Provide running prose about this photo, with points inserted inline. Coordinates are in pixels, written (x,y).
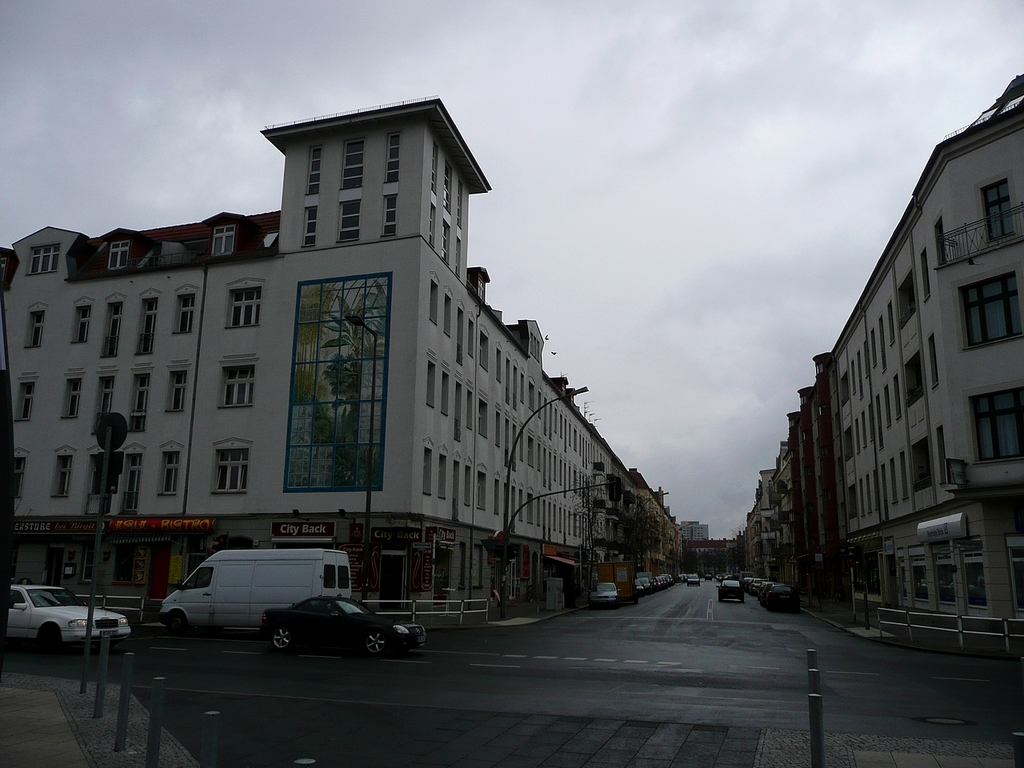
In this picture we can observe a road (400,682). We can observe some cars (595,599) on the road (704,630). There are some poles (153,706). We can observe buildings (488,419). In the background (647,346) there is a sky (543,179) with some clouds (478,149).
